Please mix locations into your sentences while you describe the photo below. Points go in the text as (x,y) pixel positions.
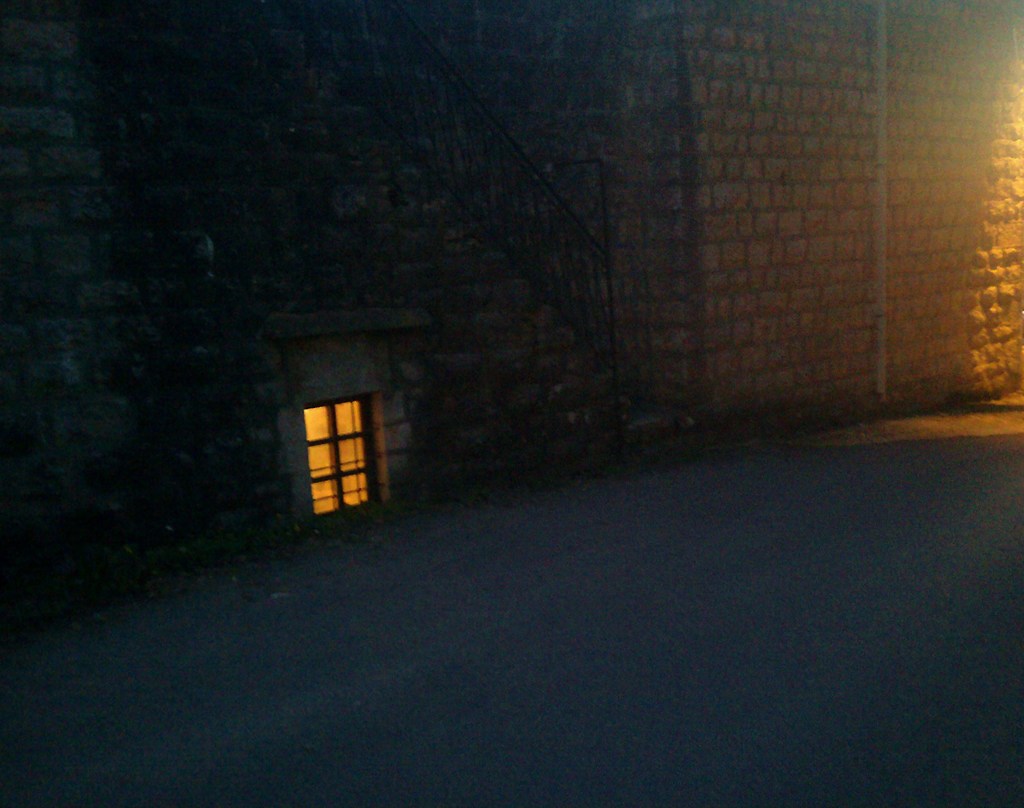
In this picture I can see a brick wall (902,118) and a stairs (604,207) and a glass window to the wall (493,407).
